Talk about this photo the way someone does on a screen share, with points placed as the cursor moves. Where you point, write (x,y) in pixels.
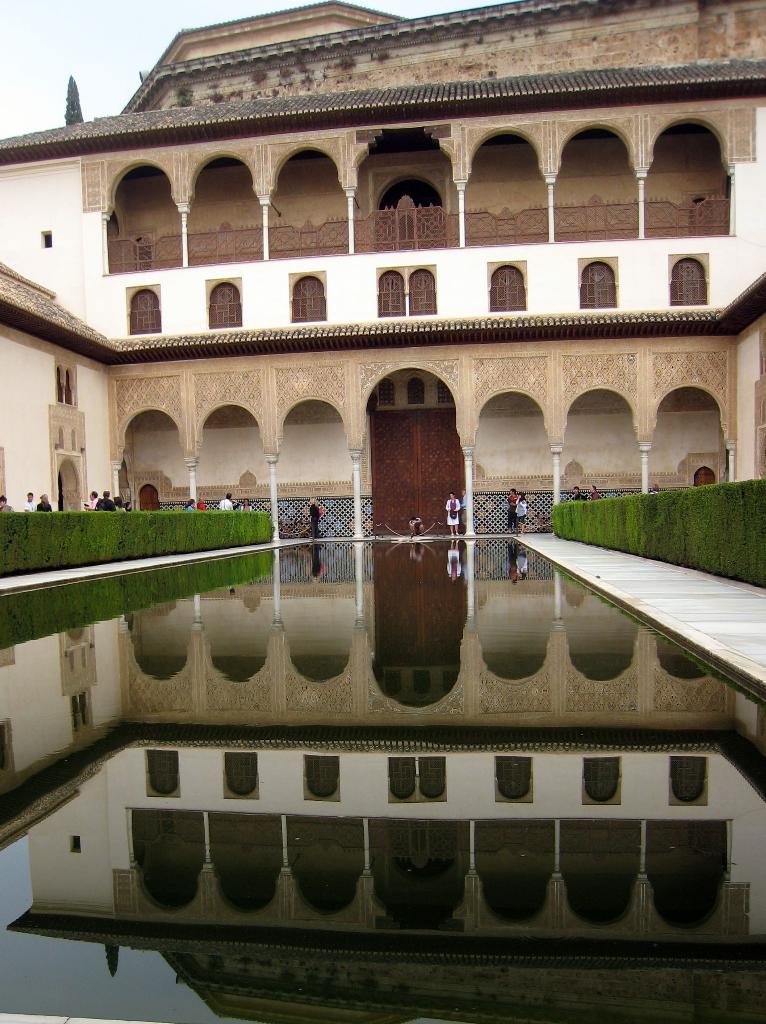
In this image I can see few person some are standing and some are walking, in front (525,895) I can see the water (448,895), background (741,523) I can see plants (706,520) in green color, a building (185,299) in brown and cream color and the sky (120,60) is in white color.
